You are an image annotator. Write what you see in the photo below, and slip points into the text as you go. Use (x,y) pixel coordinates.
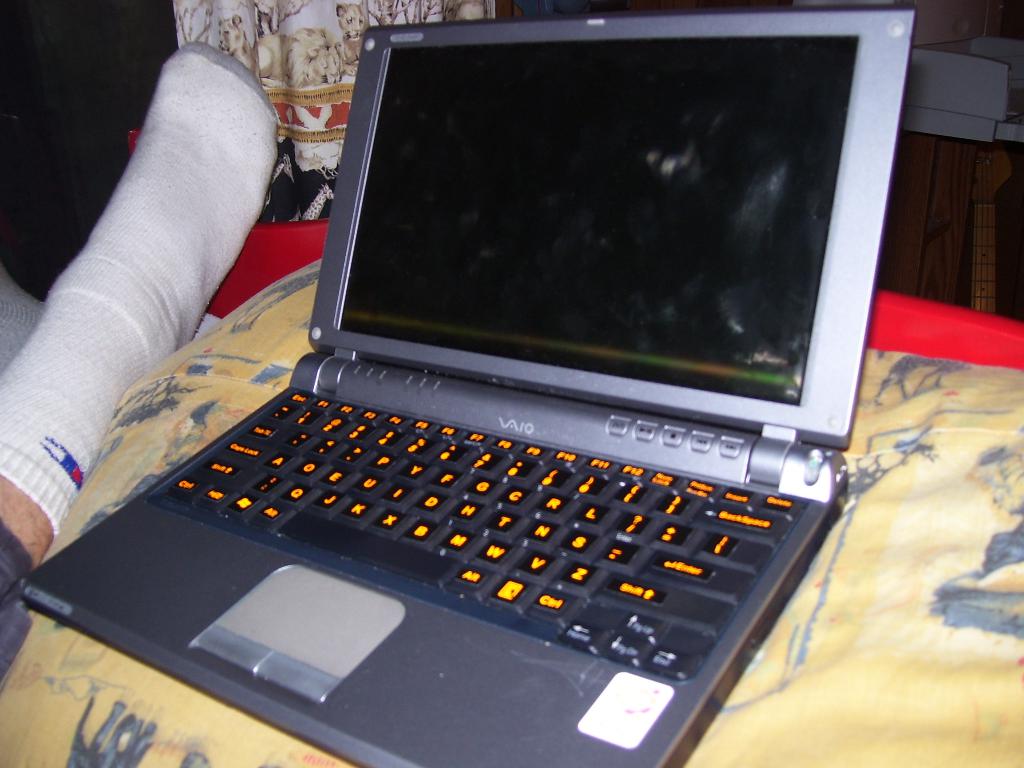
It is a laptop (639,575) in grey color. On the left side (250,148) it is a human leg (256,114).
